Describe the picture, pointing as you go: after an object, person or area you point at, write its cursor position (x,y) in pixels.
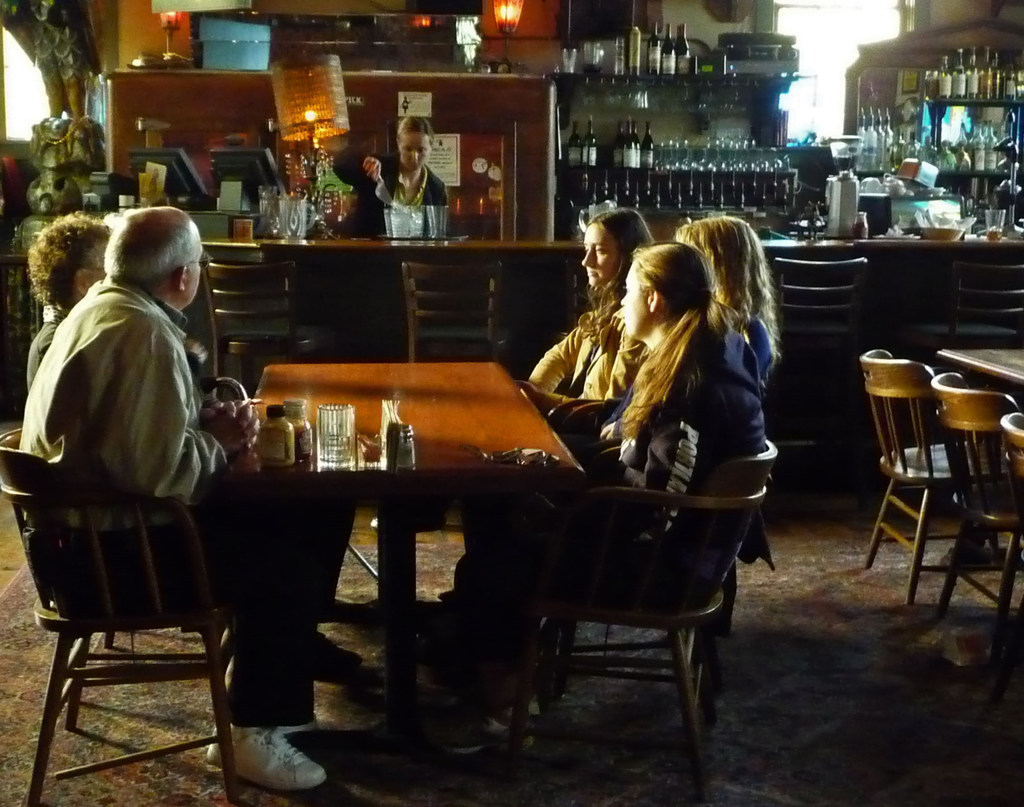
This image consists of a group of people (178,277) sitting on a chair (692,495) and standing. There are three persons (620,345) at the right side (691,525) sitting on a chair (711,494). In the center (545,446) there is a table (438,423). On the table (450,420) there is a glass (318,431), bottles (303,423). At the left side (175,381) there are two person (69,342) sitting on the chair (42,492). In the center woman (399,180) is standing and doing work. In the background (608,124) there are bottles (648,151), shelves (699,109), wall (715,45), window (825,50), lamp (321,107). At the right side (982,361) there is a table (991,353) and three empty chairs (958,445).
